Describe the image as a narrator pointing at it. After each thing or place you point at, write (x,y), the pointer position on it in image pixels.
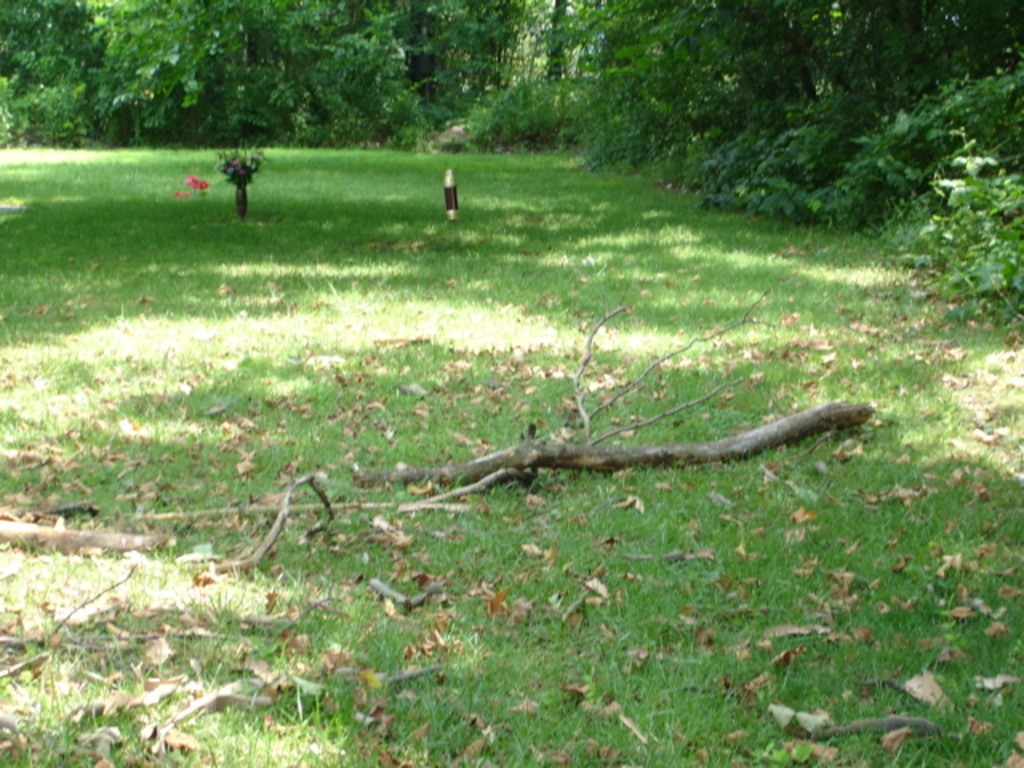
In this image we can see some grass (519,523), flower vases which are on the ground (288,277) and in the background of the image (512,100) there are some trees (281,124).
